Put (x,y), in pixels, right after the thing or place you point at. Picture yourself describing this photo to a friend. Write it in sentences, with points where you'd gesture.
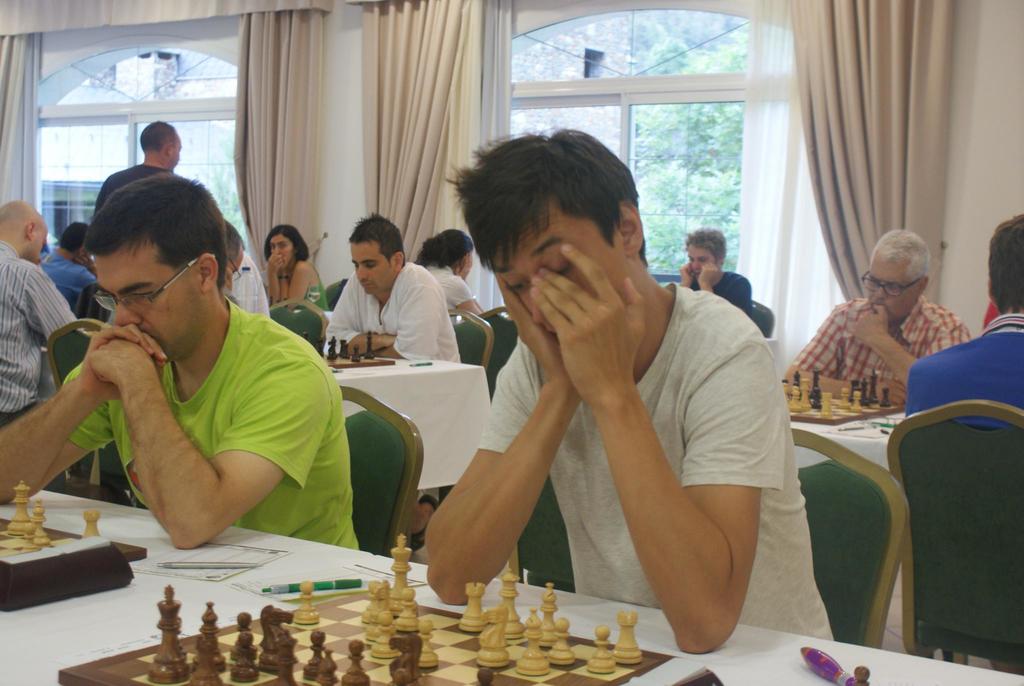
In this picture there are group of people (103,433) those who are sitting on the chairs (818,531) around the table (591,603) and there is a chess boards (364,648) on the table (229,619), there are windows (727,19) around the area of the image with white curtains (128,19) and all the people (808,596) are playing the game called chess.
